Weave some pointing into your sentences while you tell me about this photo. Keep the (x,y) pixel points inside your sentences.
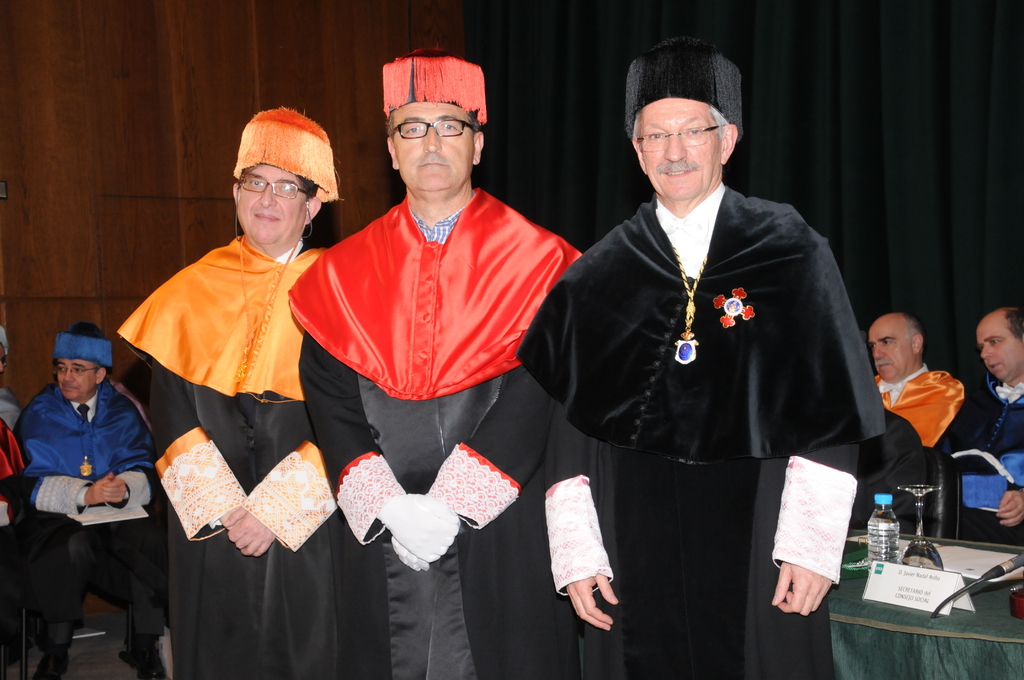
In the image we can see there are 3 people (572,420) standing and they are wearing costume (437,350). Behind there are other people (111,399) sitting on the chairs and there is a water bottle (873,510), wine glass (928,548), name plate (926,571) and papers (989,554) kept on the table (896,612).
